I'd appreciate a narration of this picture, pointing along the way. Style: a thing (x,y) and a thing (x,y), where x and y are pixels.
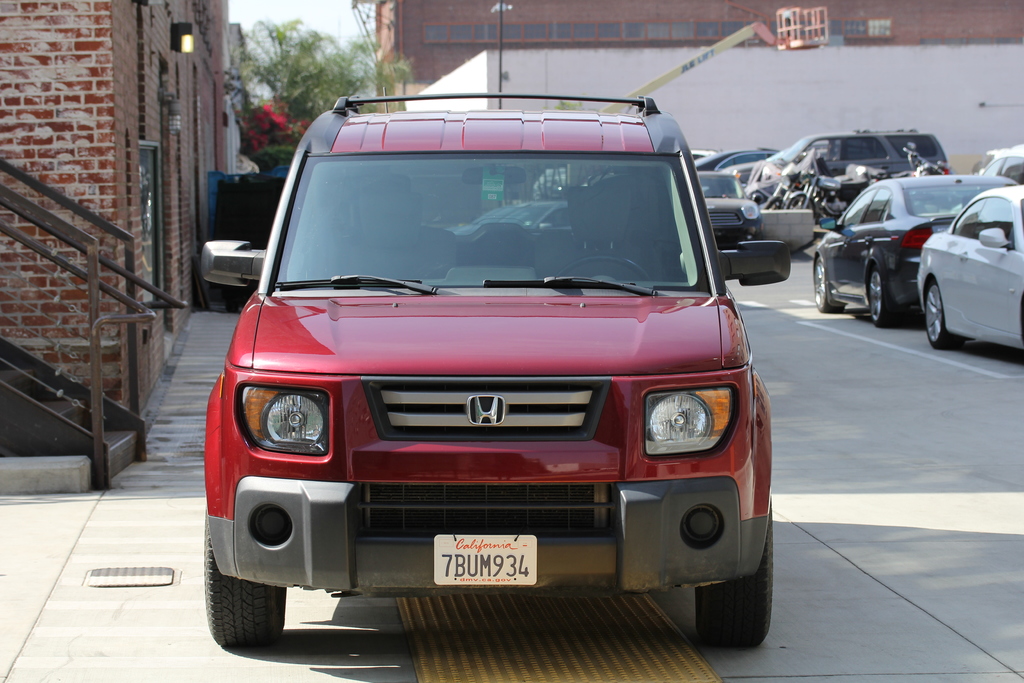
On the left side of the image (137,270) we can see the steps (66,411) and the wall (163,185). In the middle of the image (612,372) we can see a red color car (390,493), trees (342,73) and building (477,56). On the right side of the image (927,233) we can see cars (905,136) and bikes (850,197).
